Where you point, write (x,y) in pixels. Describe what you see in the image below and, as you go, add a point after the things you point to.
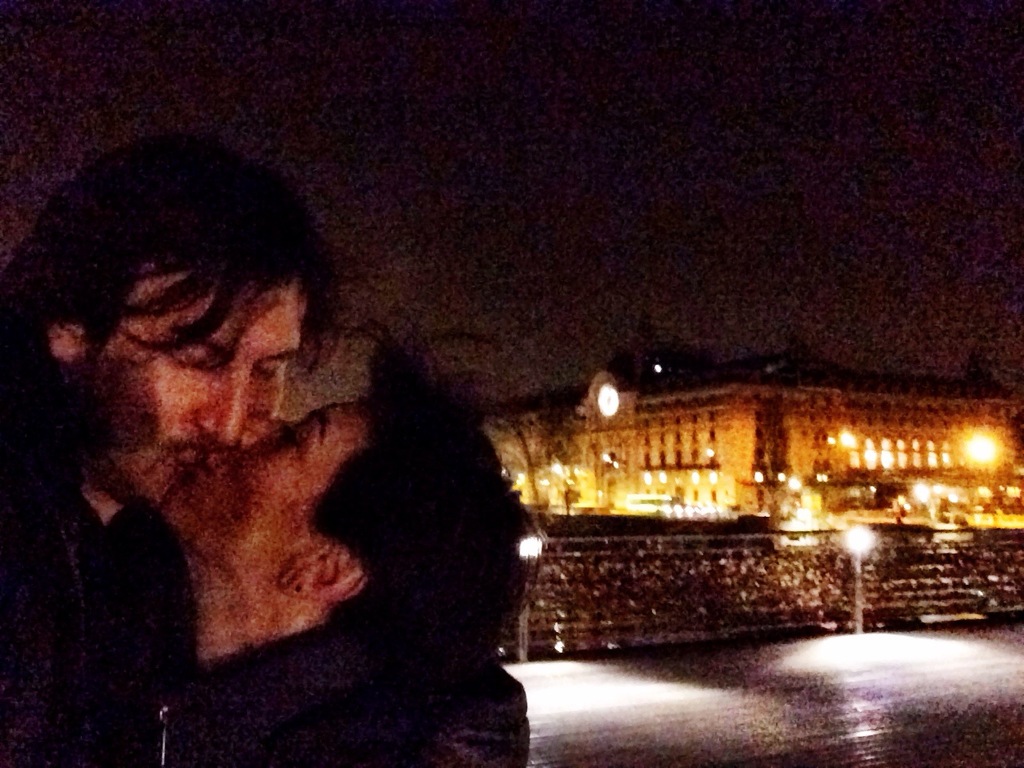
In this image we can see two persons (195,503) kissing and also we can see a building (627,490), there are some poles (861,589), windows (711,481) and lights (855,537), in the background (781,168) we can see the sky (783,169).
